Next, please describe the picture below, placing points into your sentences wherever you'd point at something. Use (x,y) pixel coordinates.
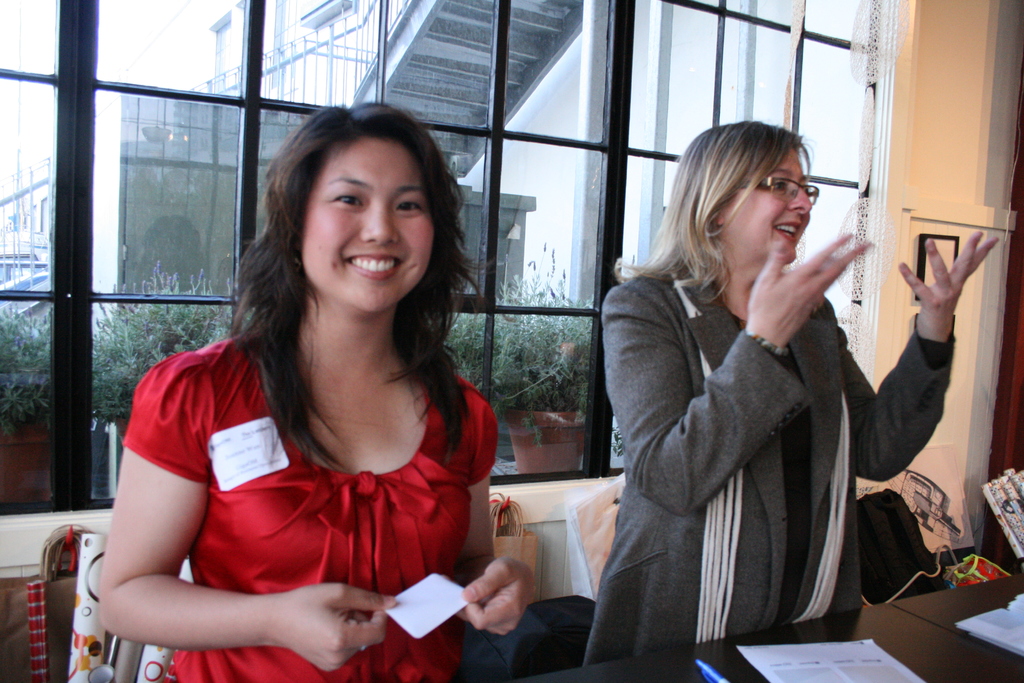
There is one woman (344,463) wearing a red color dress (305,567) is holding a white color paper (422,611), and there is one other woman (741,419) standing on the right side of this image (781,477). We can see some papers (858,652) and a pen (712,679) kept on a wooden surface (916,617). There are some plants (611,425) and a building (231,163) in the background (168,181).
